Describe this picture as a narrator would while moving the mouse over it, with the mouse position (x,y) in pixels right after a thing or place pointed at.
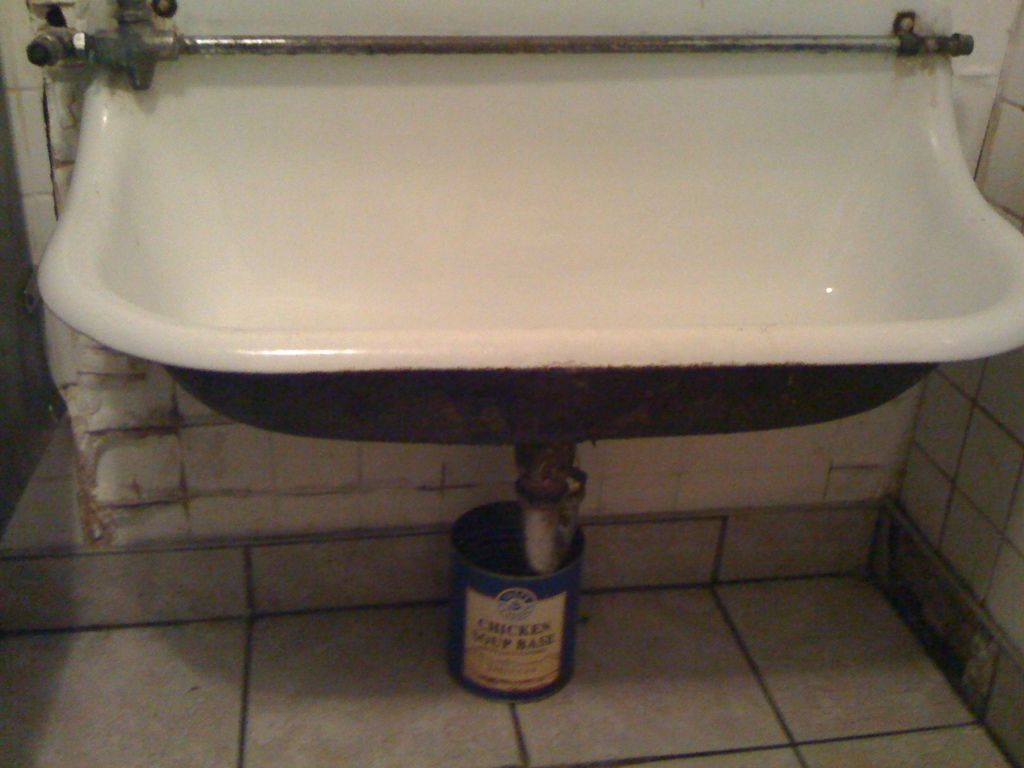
In this image we can see a wash basin (304,195) which is in white color and we can see a bucket (488,623) which is in blue color.
